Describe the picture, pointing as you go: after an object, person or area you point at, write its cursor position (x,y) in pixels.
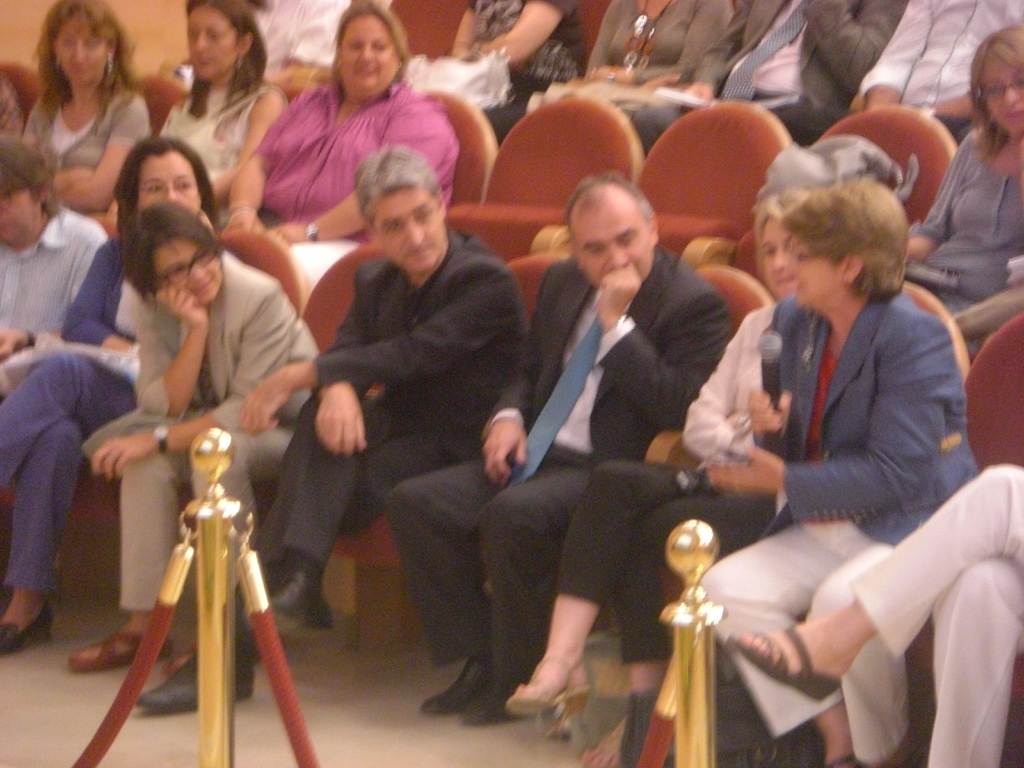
In this image we can see people (325,266) sitting on the chairs (701,230). At the bottom (146,672) there is a fence (131,699).
